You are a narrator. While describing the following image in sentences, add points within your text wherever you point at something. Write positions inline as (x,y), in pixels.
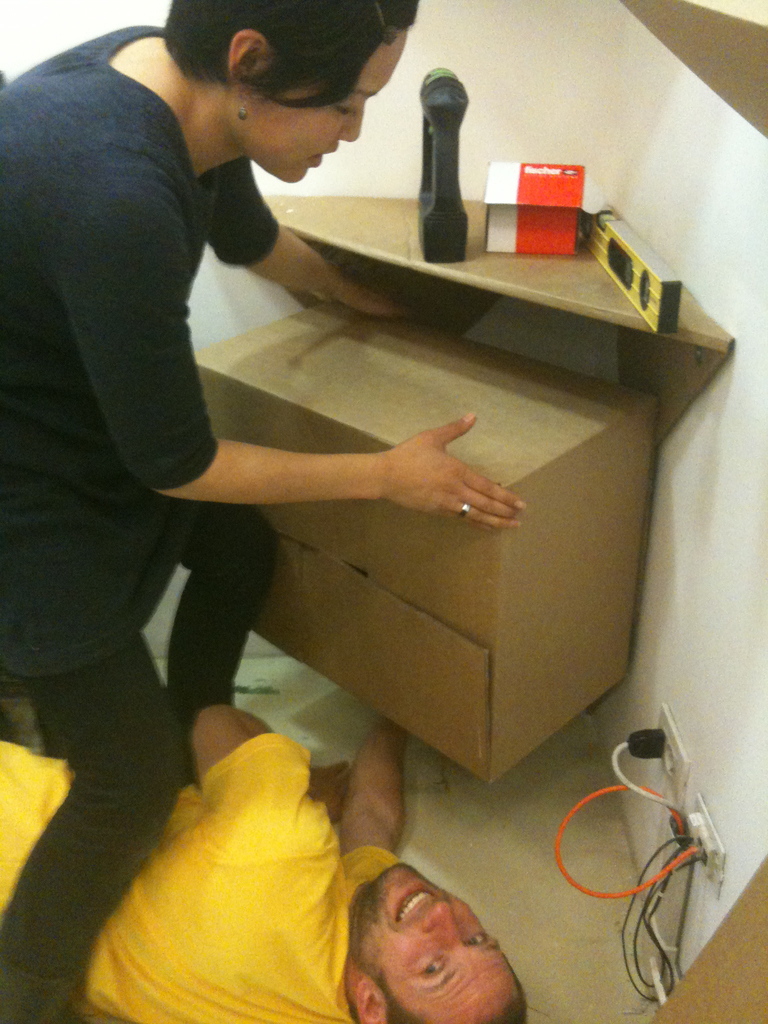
In this image we can see a woman (152,391) is standing and a man (215,906) is lying on the floor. Woman (160,363) is wearing dark blue color t-shirt (113,346) with black jeans (109,685) and man (174,879) is wearing yellow color t-shirt (235,889) and they are arranging some wooden thing (437,594) under the wooden cupboard (536,298). Right side of the image (663,743) switch board (716,865) and wires (688,860) are there.
